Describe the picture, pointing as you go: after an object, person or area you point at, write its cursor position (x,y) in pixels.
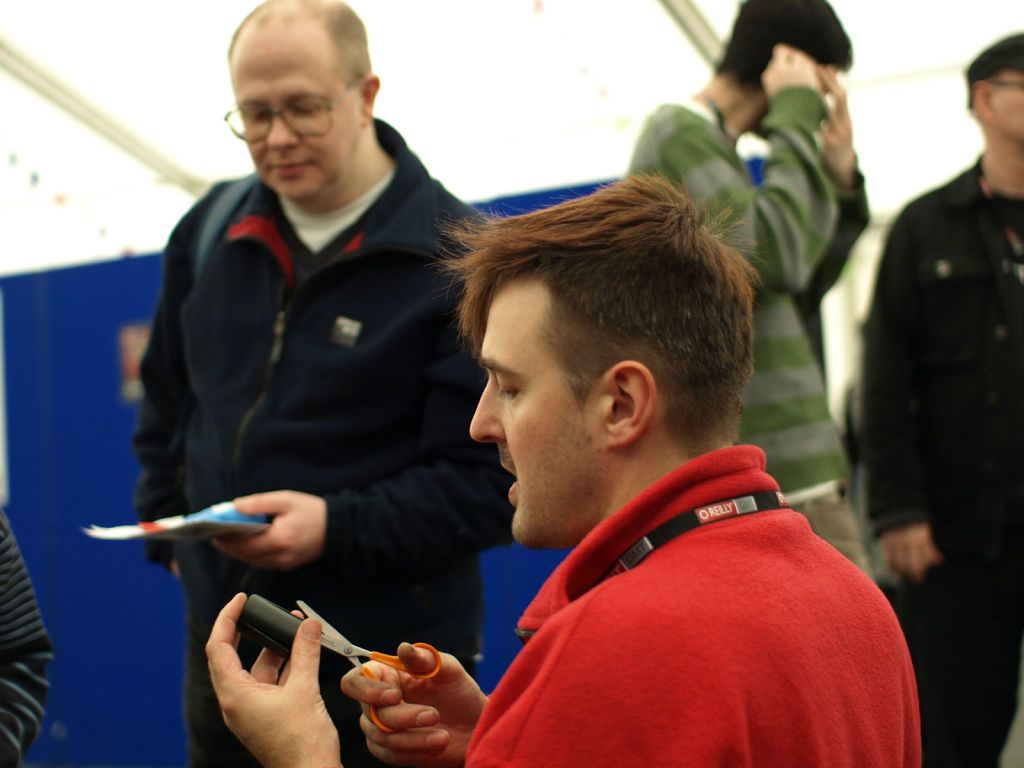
In this image I can see few people (721,383) around. In front (719,638) I can see person (715,626) holding scissor (371,673) and wearing red color dress (676,642). Back I can see a blue and white background (79,327).
